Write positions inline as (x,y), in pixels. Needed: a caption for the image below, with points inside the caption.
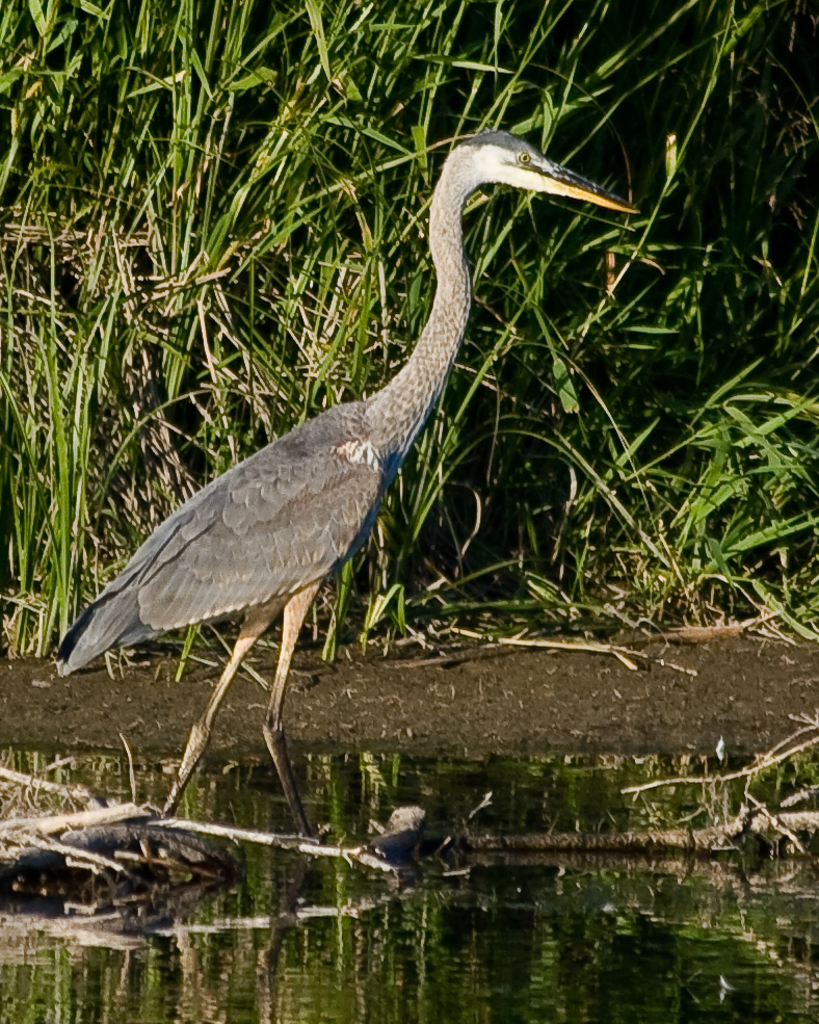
In this image, we can see a bird (170,805) and some water (807,1015). We can also see some wooden sticks (172,826) and plants (121,441). We can also see the ground (408,662) and some reflection (523,902) is seen in the water (519,954).
